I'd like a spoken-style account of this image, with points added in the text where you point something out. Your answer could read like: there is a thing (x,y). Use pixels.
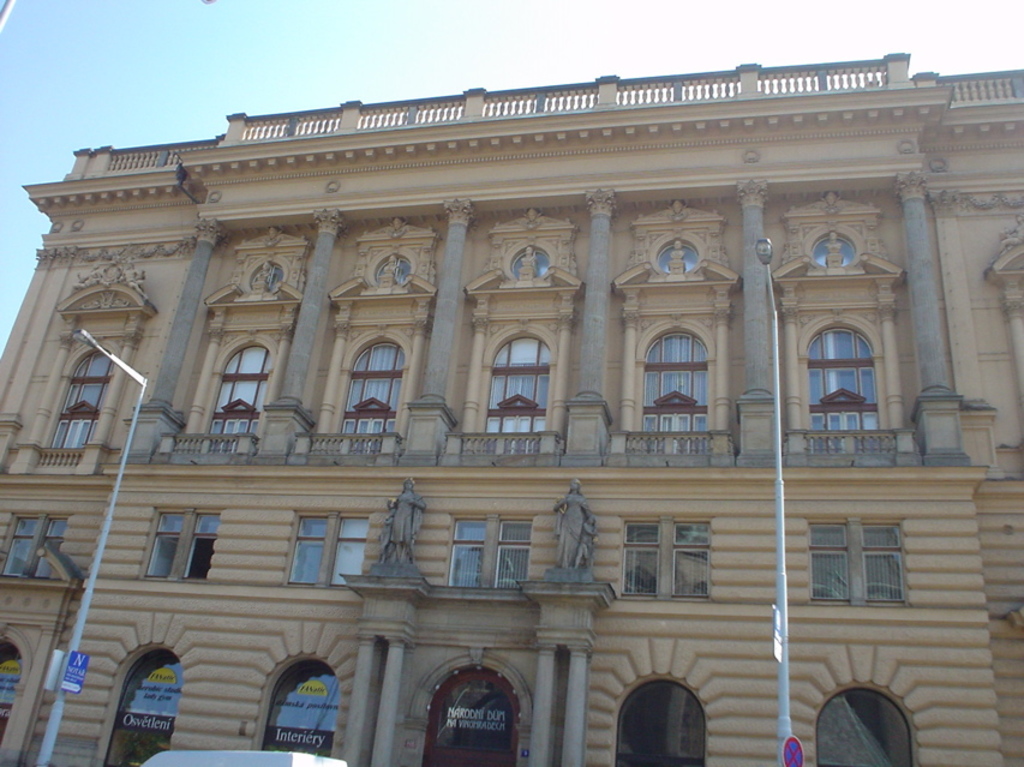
In this image I can see the building (392,405) with windows (501,558). I can see the statues (569,549) on the building (405,581). I can also see something is written on the glass (291,721) of the building (260,722). In the front (38,755) there are light poles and in the back (401,22) I can see the sky (170,69).
